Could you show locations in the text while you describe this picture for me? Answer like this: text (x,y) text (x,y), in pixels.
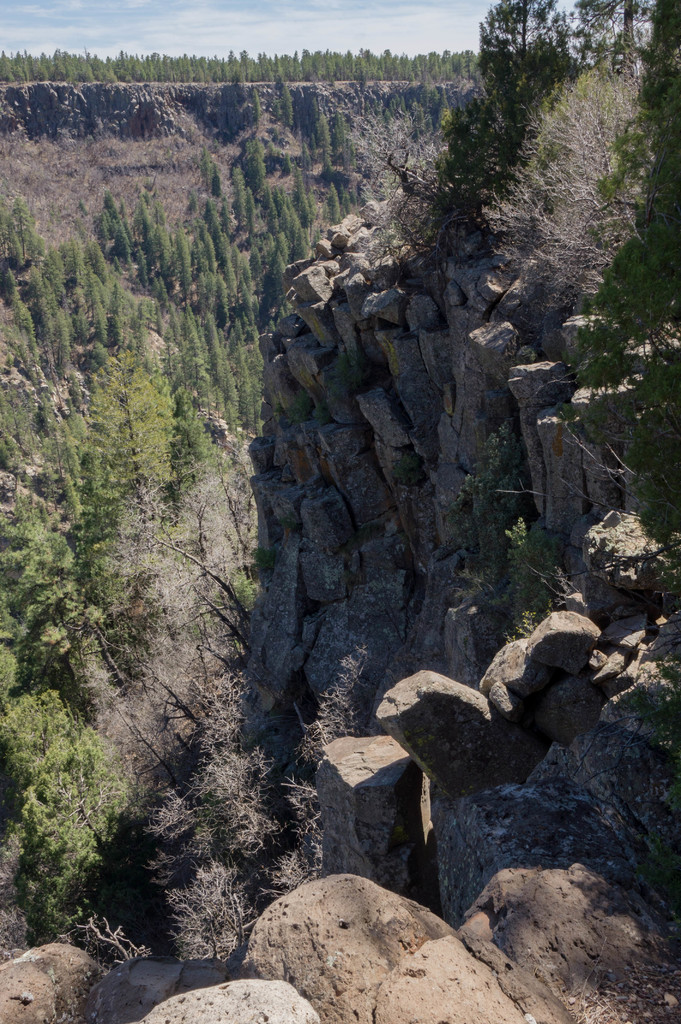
In this picture I can see number of rocks (314,895), plants (636,85) and trees (223,275). In the background (162,15) I can see the sky (340,38).
